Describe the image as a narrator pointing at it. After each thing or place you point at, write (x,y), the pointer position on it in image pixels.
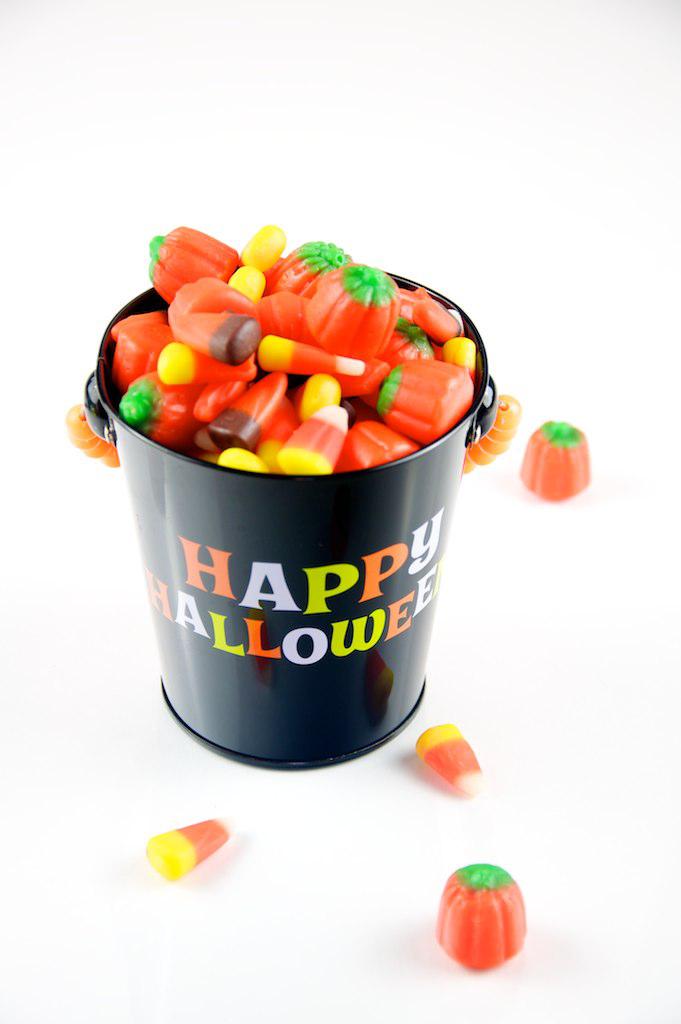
In the center of the image (383,445) we can see candies (311,357) in a bucket (288,626).
